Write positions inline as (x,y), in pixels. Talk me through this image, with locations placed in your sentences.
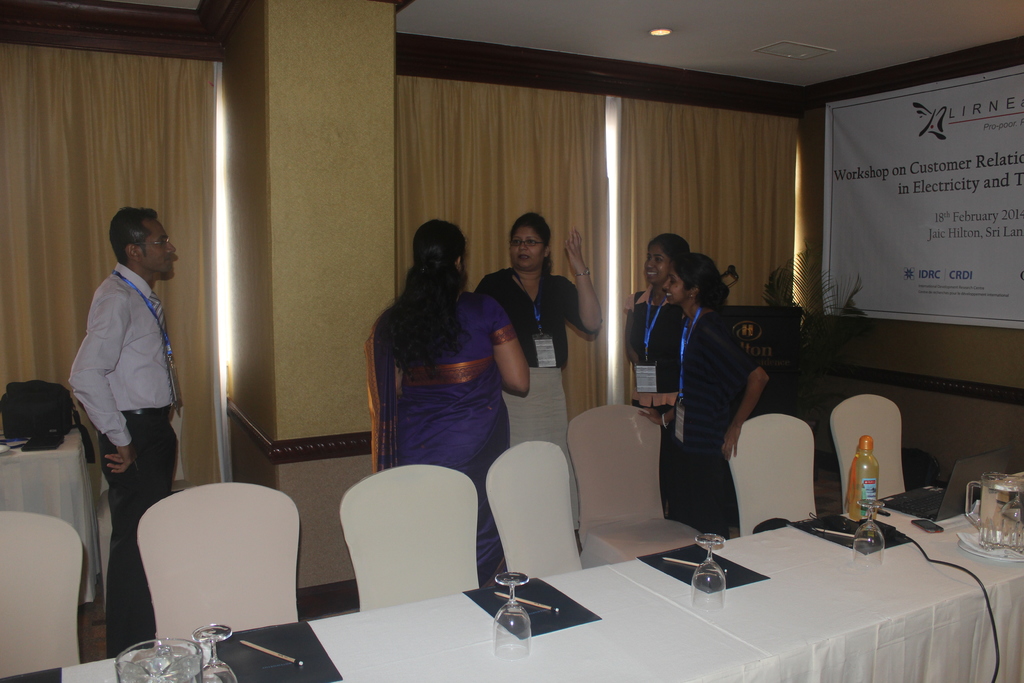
In this picture there are few women (598,300) who are standing. There is a man (134,406) also standing. There is a bag (45,427) on the table (52,481). There is a curtain (143,170) and poster (913,192) on the wall (959,330). There is a glass (521,632), pen (291,662), bottle (872,457), jug (1009,511) and a file (291,639) on the table (392,650).
